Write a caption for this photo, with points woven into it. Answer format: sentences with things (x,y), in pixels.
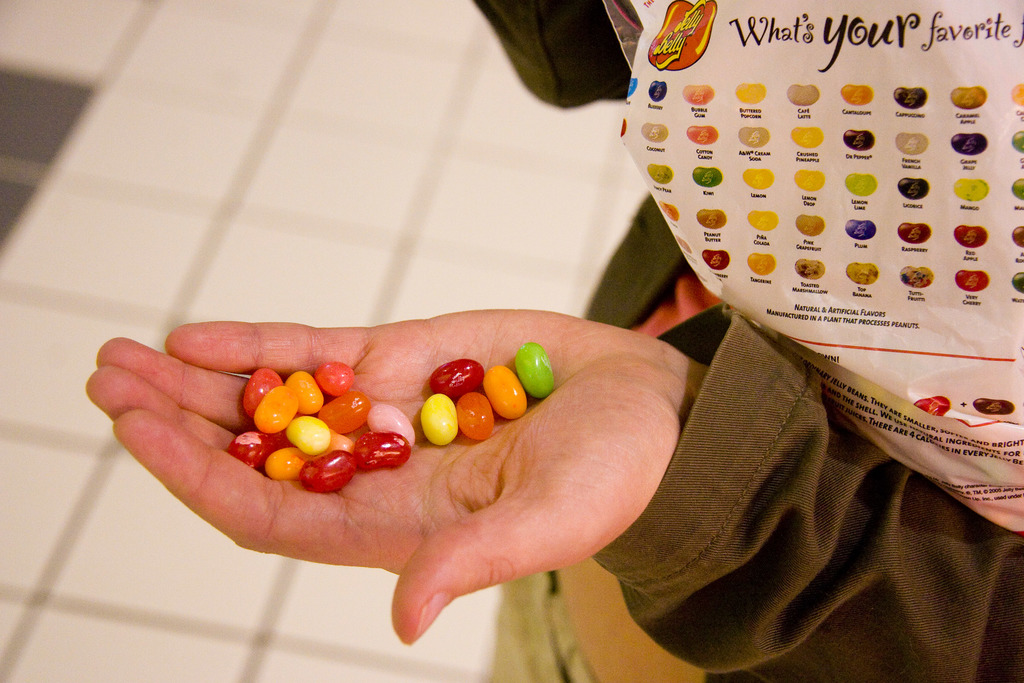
In this image I can see colorful objects (391,423) in a person's hand (564,479). Here I can see the image is clear.
